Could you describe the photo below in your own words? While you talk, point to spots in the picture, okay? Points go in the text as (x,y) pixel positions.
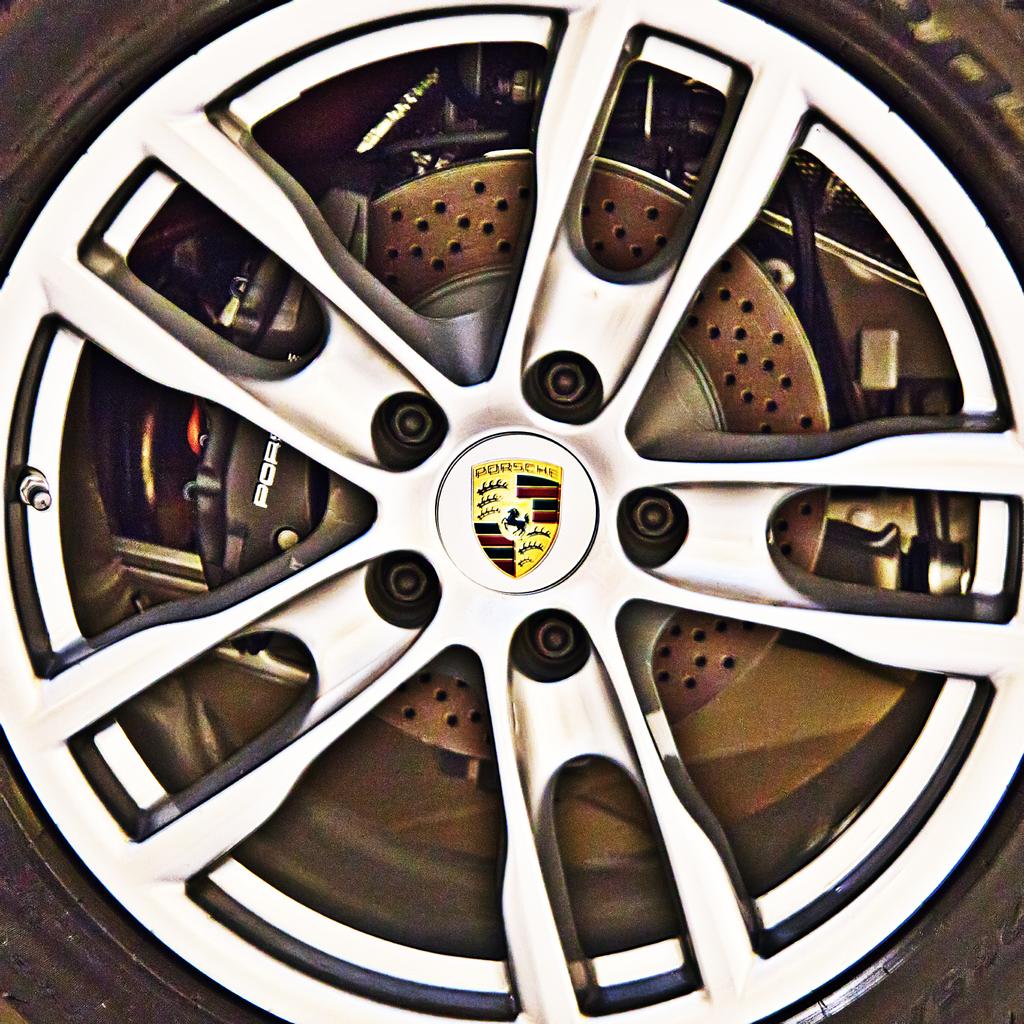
In this image, I can see the picture of the wheel (497,636). This is the tire (85,86). I can see the logo (487,494) of the Porsche on the wheel (113,684).
